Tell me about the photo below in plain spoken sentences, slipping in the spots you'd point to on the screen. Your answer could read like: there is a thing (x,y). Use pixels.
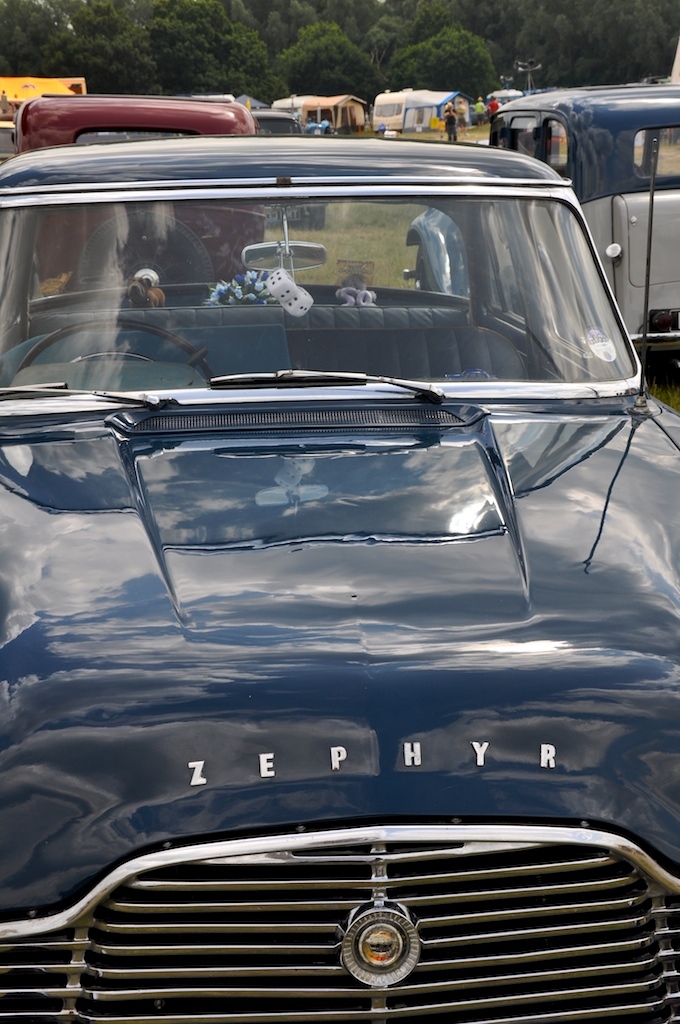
In this image we can see few cars (384,247) on the ground (382,249) and in the background (356,124) there is caravans (379,121), tents (340,126), people (451,132) and few trees (424,39).
